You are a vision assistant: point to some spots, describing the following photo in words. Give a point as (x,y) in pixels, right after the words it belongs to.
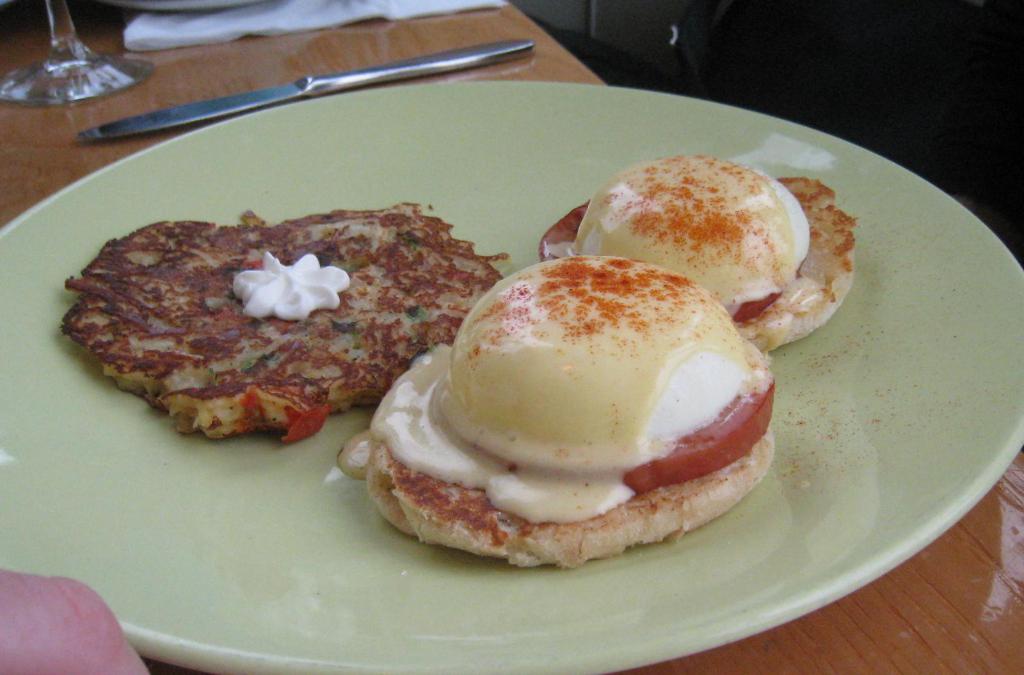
In this image I can see a plate (79,212) kept on table (71,136) and on the plate (556,217) I can see food (819,205), beside the plate (703,110) I can see knife (160,116) and glass (110,80) kept on table (227,44) and a tissue paper (307,24) visible at the top (290,13) on the table (531,36).
